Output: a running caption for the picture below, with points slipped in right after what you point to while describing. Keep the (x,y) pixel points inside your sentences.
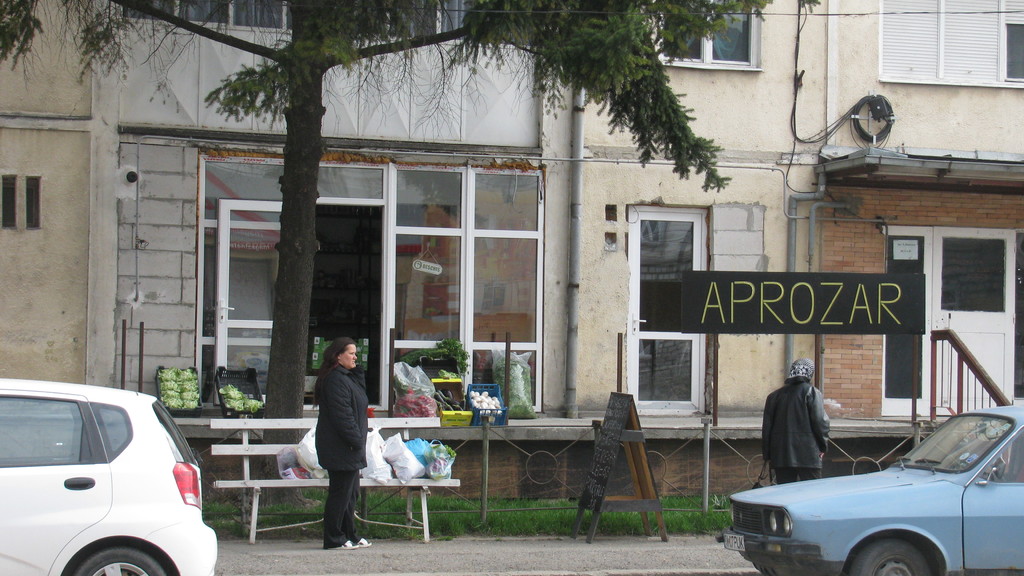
In this image we can see one building (926,362), two persons (791,407) standing on the road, two cars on the road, one bench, one fence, some vegetables (183,395) on the surface of the floor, some objects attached to the wall (552,408), some wires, one board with text (619,417) on the road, one board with text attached to the poles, some objects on the bench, some objects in the building (244,334), one board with text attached near the door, one tree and grass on the ground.
